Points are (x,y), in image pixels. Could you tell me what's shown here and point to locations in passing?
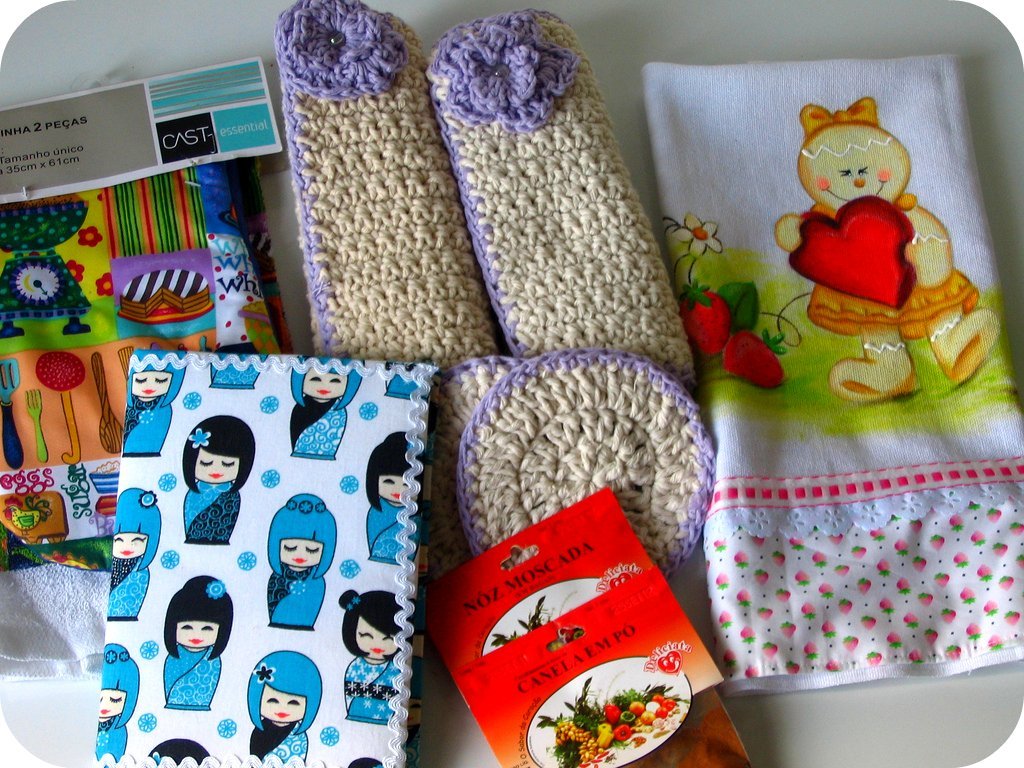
As we can see in the image there is a kerchief (933,201) on which there is a teddy (926,277) holding a heart (851,256) and beside it there are embroidery items (466,221), a cloth (215,265) and a wallet (239,548) on which woman pictures (208,646) are drawn. Beside it there is a card (574,649) on which there are fruits (634,720) and vegetables drawing (620,711).
